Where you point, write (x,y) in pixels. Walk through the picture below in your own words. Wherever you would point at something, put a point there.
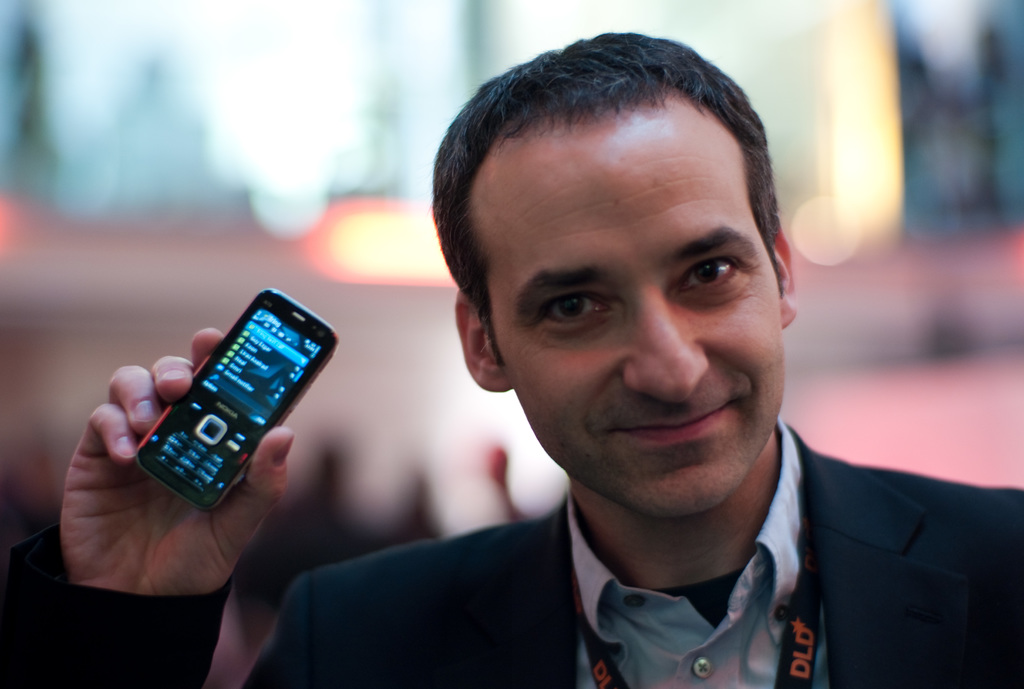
In this picture we can see man (882,486) wore blazer (513,594), tag (600,648), holding mobile (303,382) in his hand (177,372) and he is smiling and in the background (256,101) we can see some lights (294,108) and it is blurry.
